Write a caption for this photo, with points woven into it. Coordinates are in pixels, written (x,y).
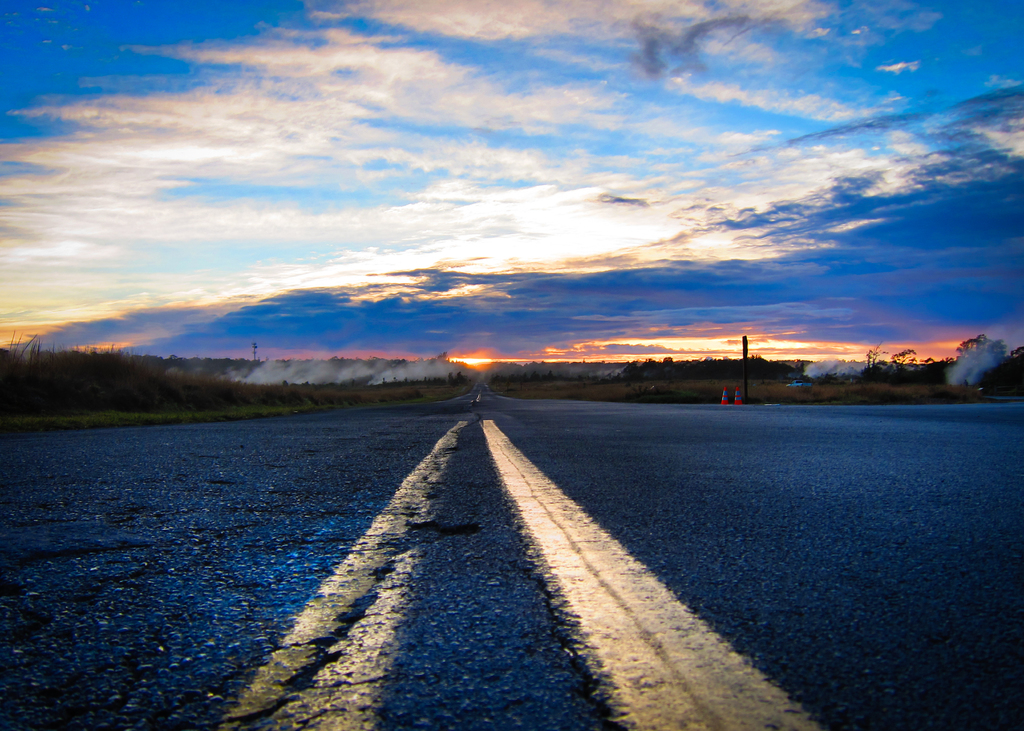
In this image we can see the road (420,616), it looks like paint lines (540,550) on the road (400,469), one pole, two safety poles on the road (677,474), one object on the road (619,413), some smoke (251,375) in the ground (782,386), one object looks like a vehicle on the ground (810,391), one object (254,359) looks like a pole (255,360) in the background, some trees (253,358), bushes (100,397), plants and grass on the ground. The background (968,270) is dark and at the top (344,239) there is the colorful cloudy sky (268,350).
